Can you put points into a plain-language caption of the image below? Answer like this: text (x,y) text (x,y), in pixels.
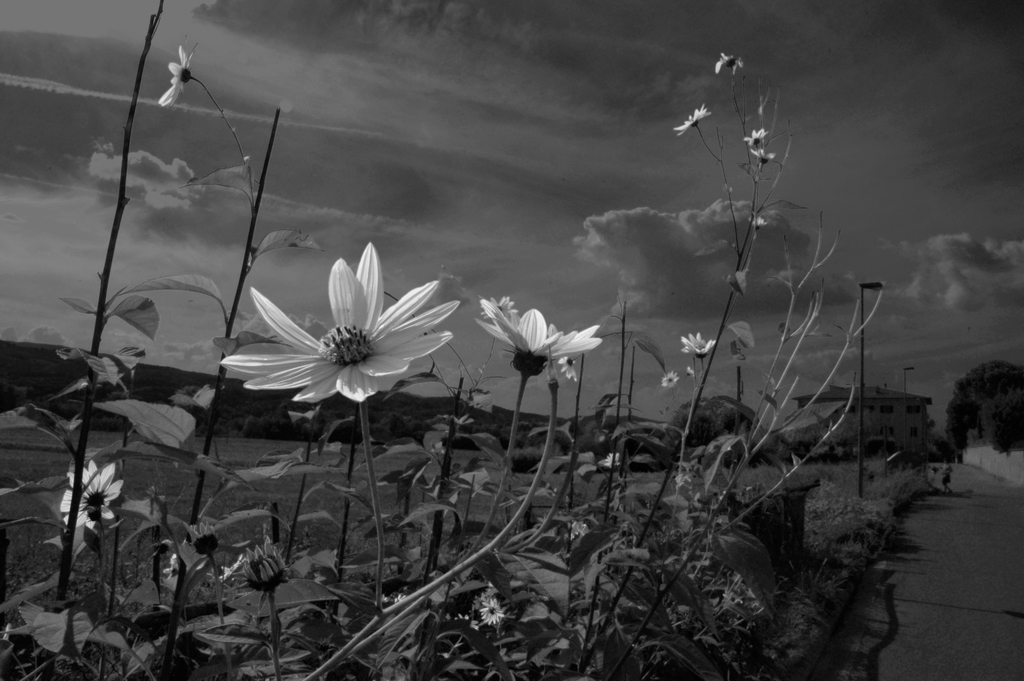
Sky (451,186) is cloudy. Plants (618,387) with flowers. Far there is a building (899,404), light pole (861,442) and tree (994,429).
